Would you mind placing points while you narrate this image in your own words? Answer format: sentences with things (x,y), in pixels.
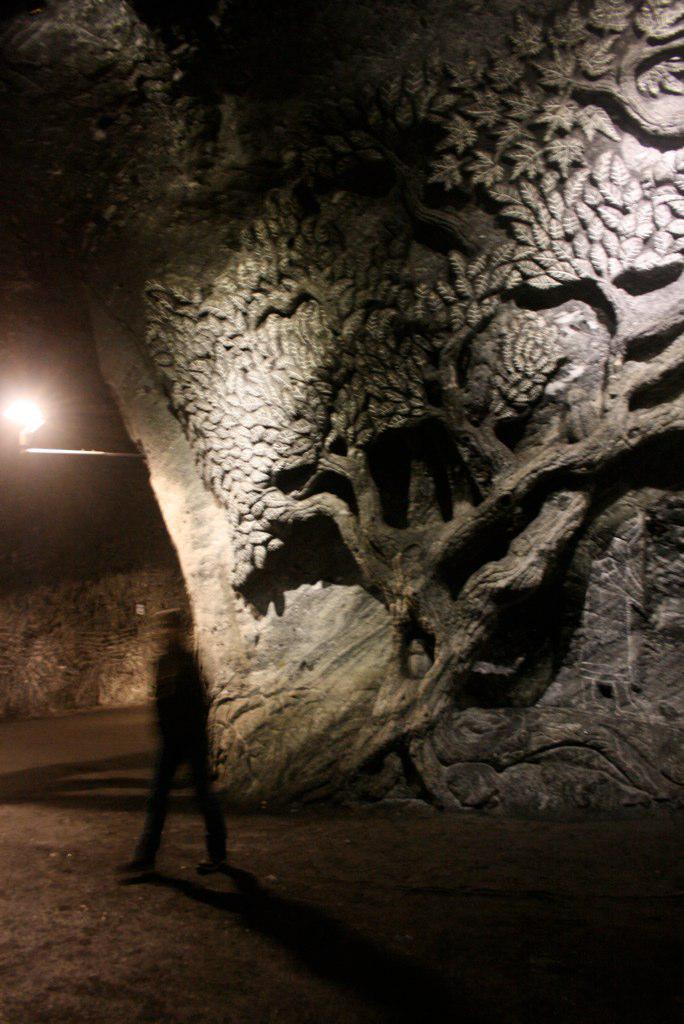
In the image there is a person (168,795) walking on the floor (131,767). On the right side of the image (511,127) there is a wall (433,487) with sculpture (459,436). And there is a lamp (15,412) with a pole (43,453).
